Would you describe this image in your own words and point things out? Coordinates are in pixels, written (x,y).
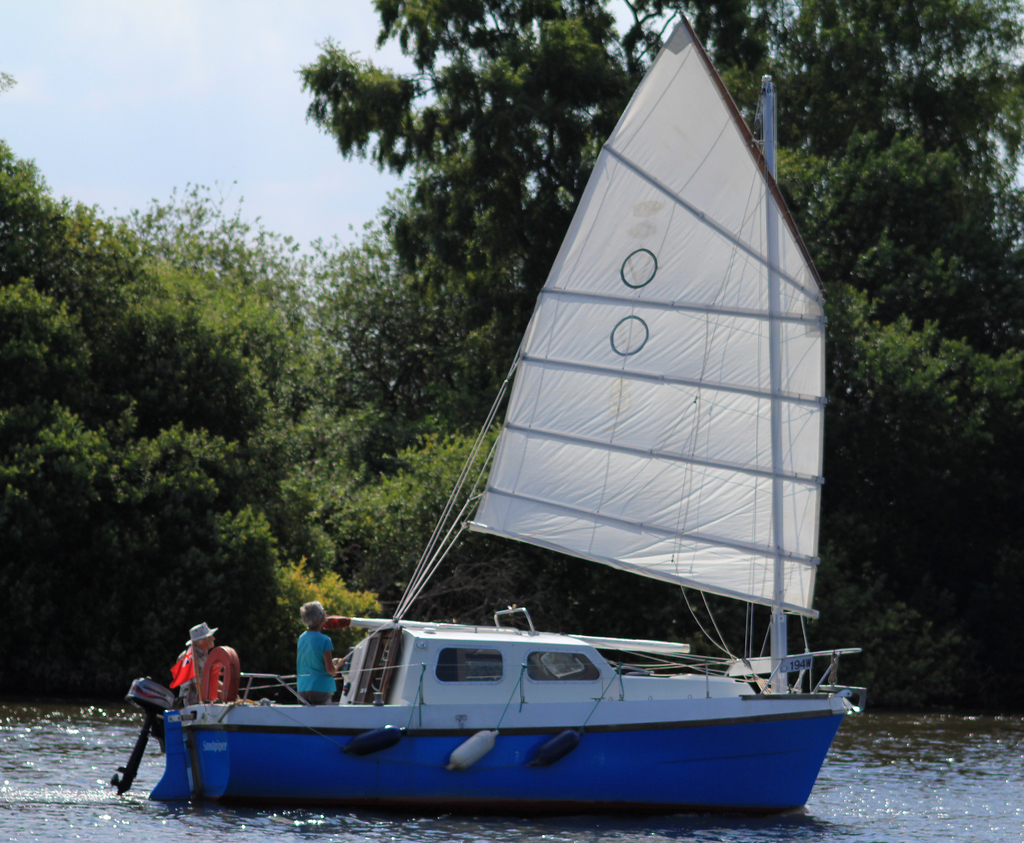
In this image I can see water (508,841) in the front (848,786) and I can also see a blue and white colour boat (456,704) on the water (332,826). I can also see two persons (193,683) on the boat (206,702) and I can see one of them is wearing a hat (203,634). In the background (480,341) I can see number of trees (114,477) and the sky (177,177).
